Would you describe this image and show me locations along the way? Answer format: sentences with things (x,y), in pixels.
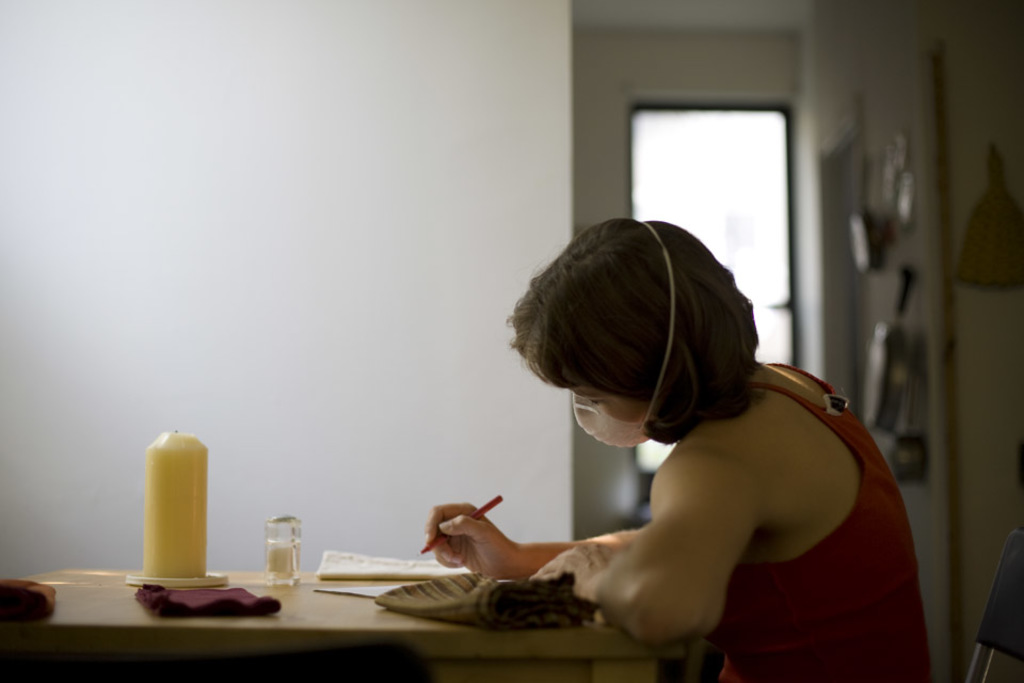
In this picture there is a woman (516,554) who is holding a pen (483,511) and sitting on the chair (993,586). She is wearing a nose mask (616,433). There is a candle (181,547), brown cloth (210,609), glass (269,525) on the table (236,632). There are few objects (900,388) on the wall (891,295).
